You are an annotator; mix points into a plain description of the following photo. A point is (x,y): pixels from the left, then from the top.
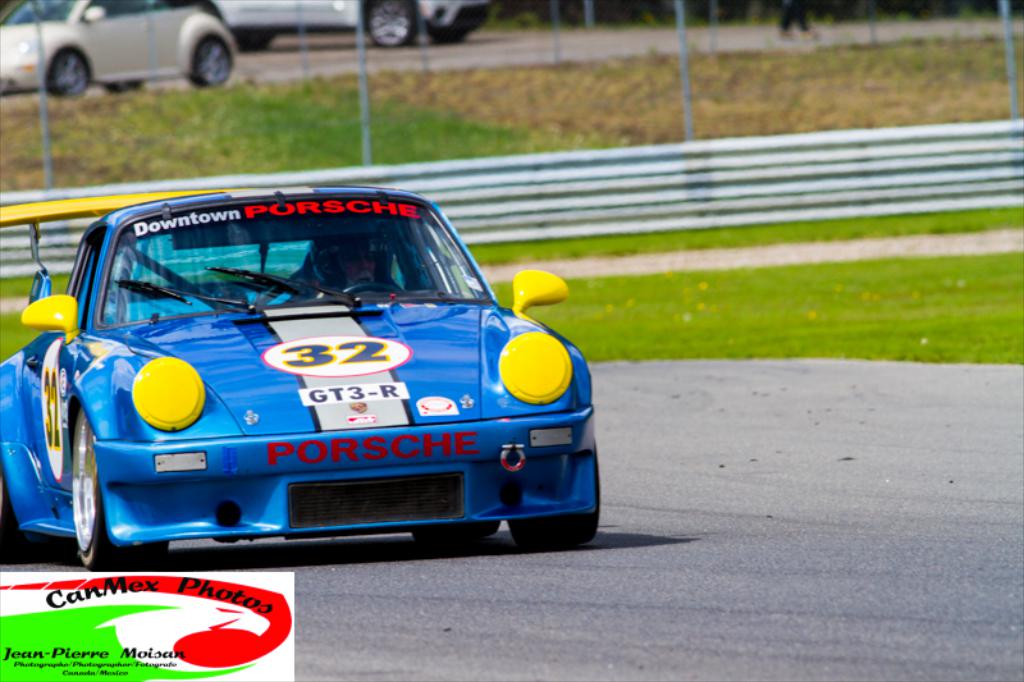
In this image we can see a person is riding car (237,431) on the road (418,665). In the background (678,213) we can see fence (478,192), grass (459,142) on the ground (615,81), poles (684,43), vehicles (286,9) on the road (636,55), person's legs (803,9) and on the left side (94,651) we can see a poster (203,658) edited on the image.
